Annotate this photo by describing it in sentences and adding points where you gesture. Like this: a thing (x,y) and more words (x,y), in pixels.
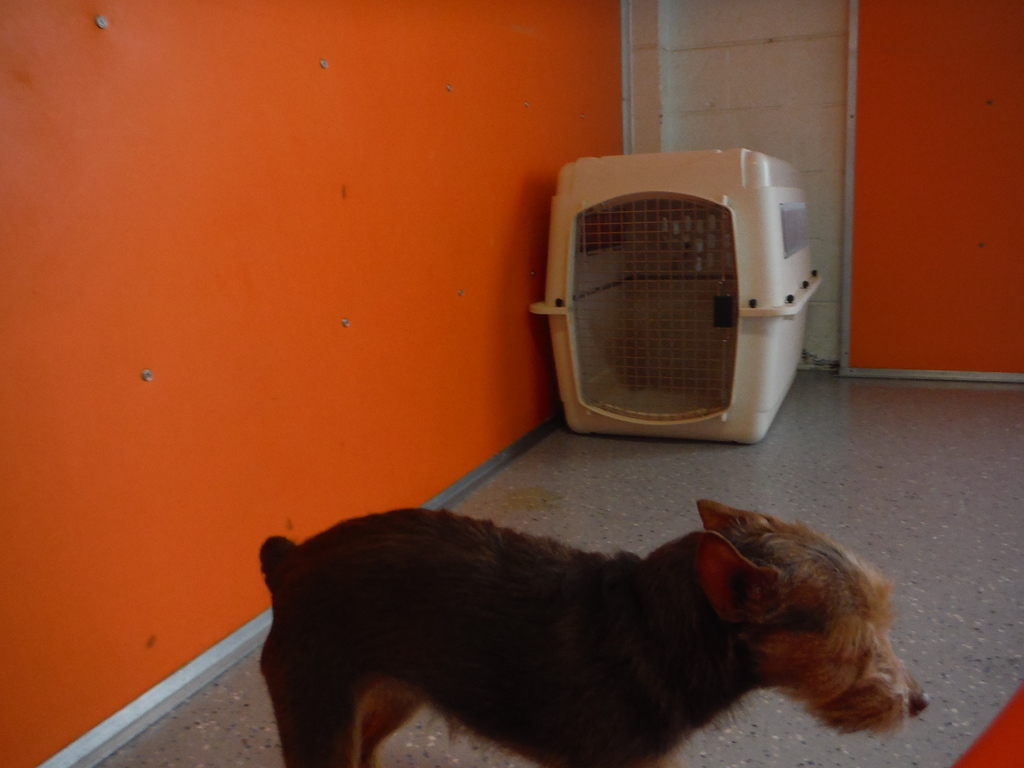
In the image there is a dog (417,628) standing in front of orange wall (262,259), in the back (707,328) there is a cage (735,258).
